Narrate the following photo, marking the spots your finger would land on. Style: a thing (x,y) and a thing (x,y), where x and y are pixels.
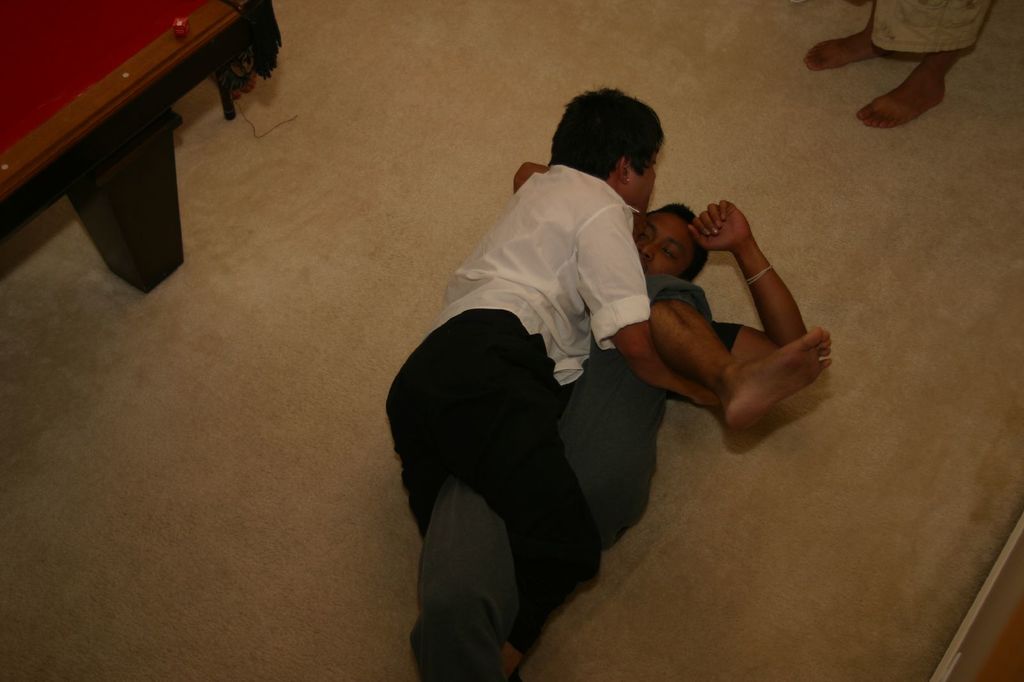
This image is taken indoors. At the bottom of the image (811,574) there is a floor (848,578). At the top left of the image (48,49) there is a table (108,137). At the top right of the image (911,27) there is a person (915,41) standing on the floor (885,64). In the middle of the image (603,357) two boys (574,368) are lying on the floor (278,220).
